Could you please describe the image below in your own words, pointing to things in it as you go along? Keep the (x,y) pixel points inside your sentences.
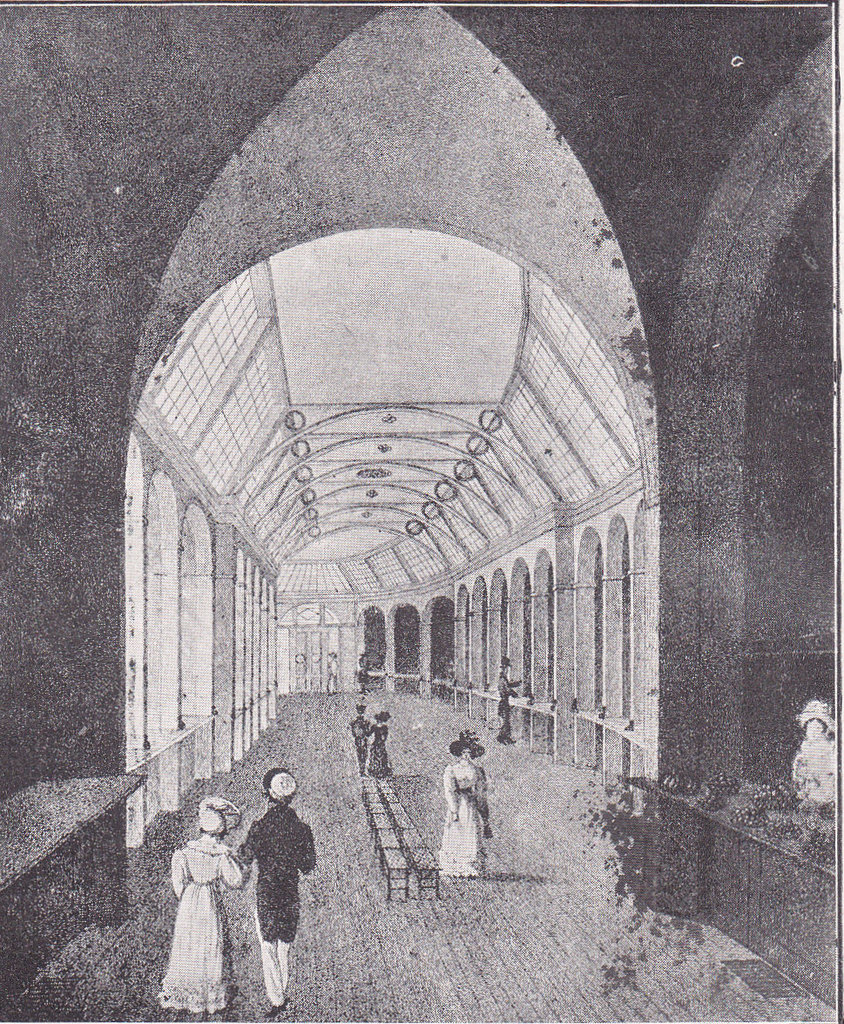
In this picture there is a black and white photograph of the long hall (236,701). In the front (212,887) there is a man (252,836) and woman (186,887) walking. Behind there is a arch type pillars (497,617) and a roof (319,571).
